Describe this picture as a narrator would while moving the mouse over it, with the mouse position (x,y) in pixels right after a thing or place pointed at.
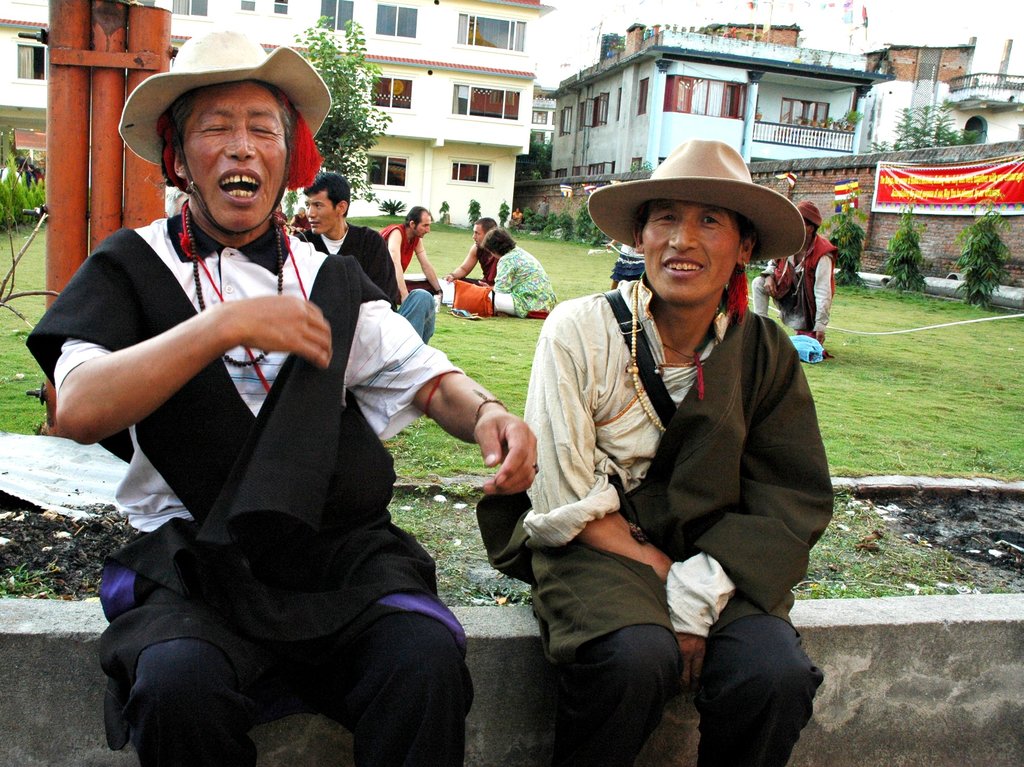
In this picture there are two persons (712,425) who are sitting on the wall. Behind them I can see some people (534,264) were sitting on the grass (987,349). In the background (462,109) I can see the buildings (462,109), trees (543,142), plants (537,218) and grass (442,253). On the right (935,183) there is a banner (916,192) which is placed near to the wall (934,232). At the top (549,41) I can see the sky (916,15) and clouds (604,26).
